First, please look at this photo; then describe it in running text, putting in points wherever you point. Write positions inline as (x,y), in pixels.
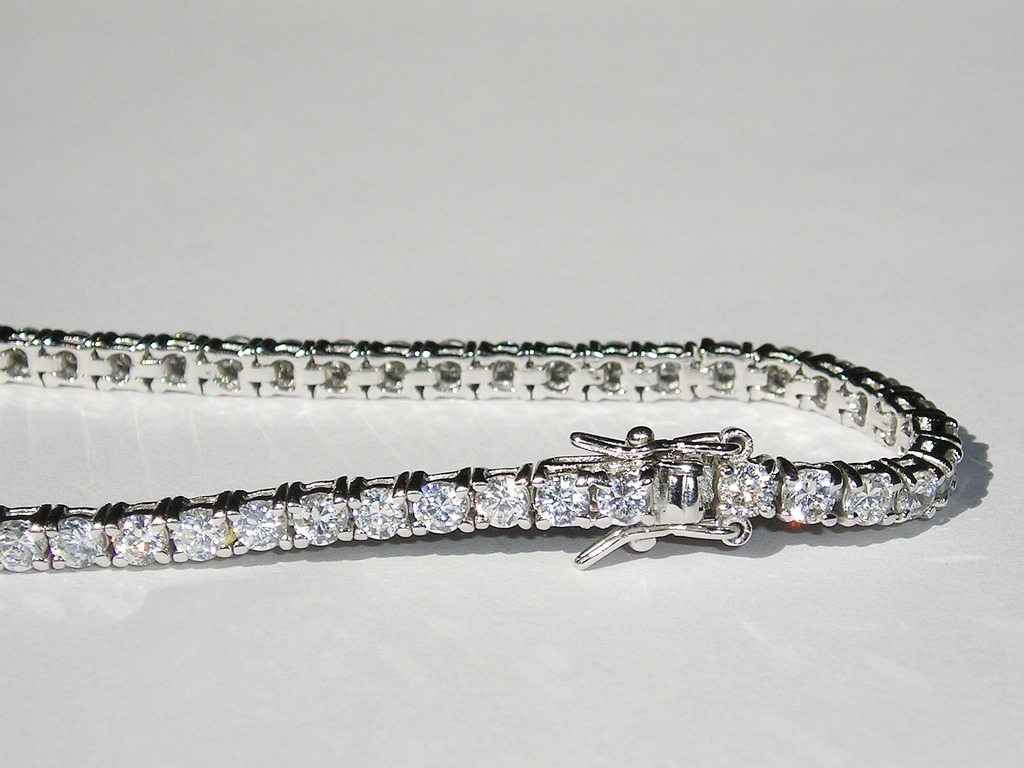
In the picture I can see an ornament (643,550) made of white color stones (124,378) is placed on the white surface (588,404).
